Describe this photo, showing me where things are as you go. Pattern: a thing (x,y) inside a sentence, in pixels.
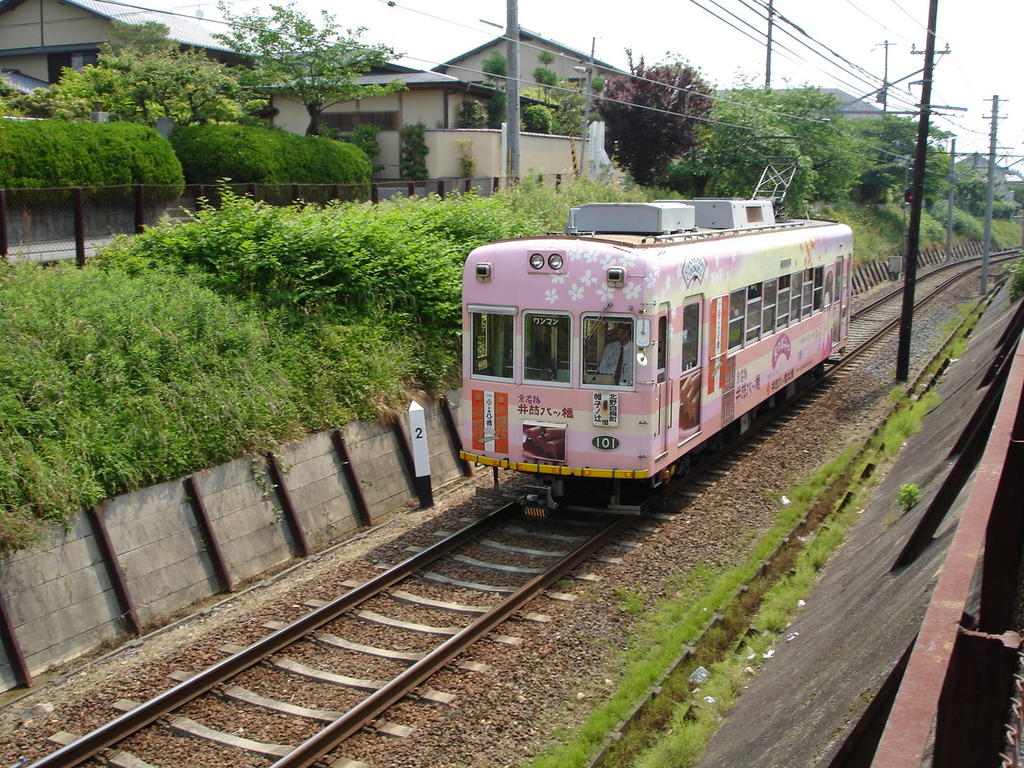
In this image I can see a train (758,372), in the train (758,372) I can see a person (615,367) and I can see a railway track (161,753) visible and i can see power line cables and poles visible in the middle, on the left side (239,250) I can see a grass (13,425), bushes (290,257) and trees (319,101) and houses (55,38), at the top I can see the sky (836,67).
